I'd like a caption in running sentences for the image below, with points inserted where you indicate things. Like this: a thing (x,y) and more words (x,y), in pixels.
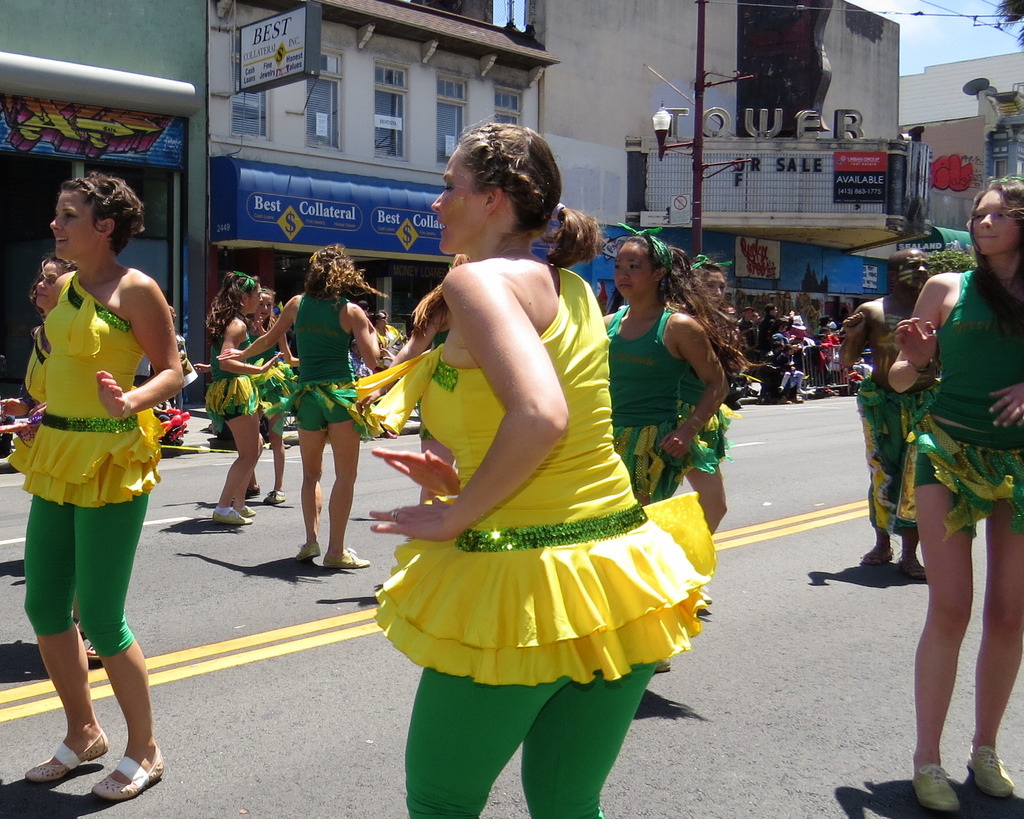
As we can see in the image there are few people (568,531) here and there, buildings (589,183), banners (252,28), street lamp (689,146) and sky (983,49).
